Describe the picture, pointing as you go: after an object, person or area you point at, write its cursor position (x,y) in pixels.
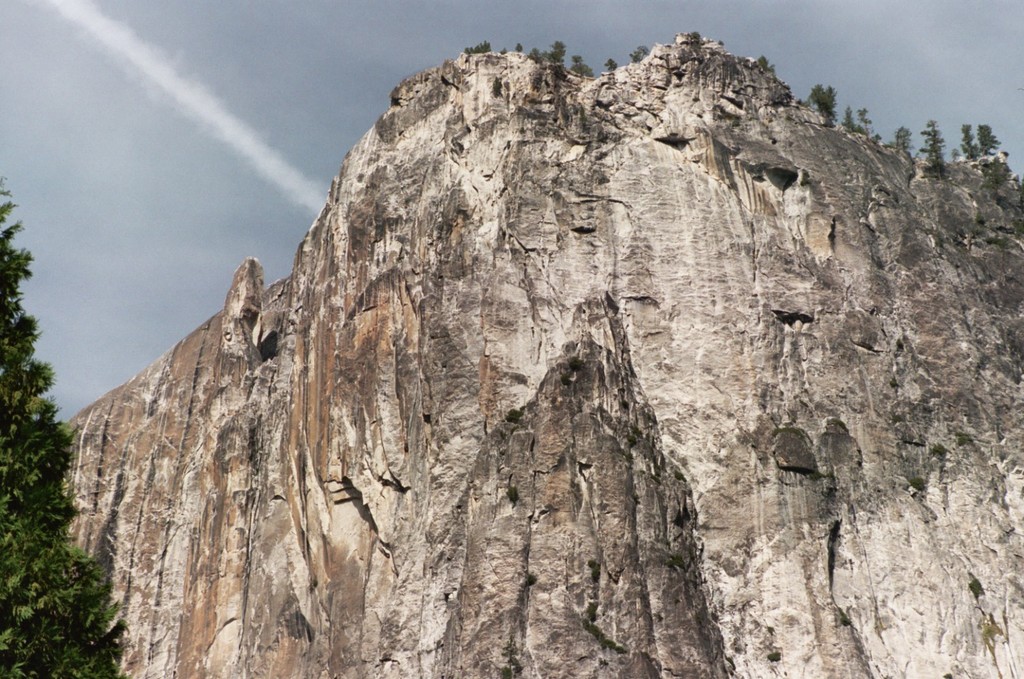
In this image, we can see hill (740,187). On the left side (9,480) and top of the image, we can see trees (42,480). Background (995,29) there is the sky (110,114).
